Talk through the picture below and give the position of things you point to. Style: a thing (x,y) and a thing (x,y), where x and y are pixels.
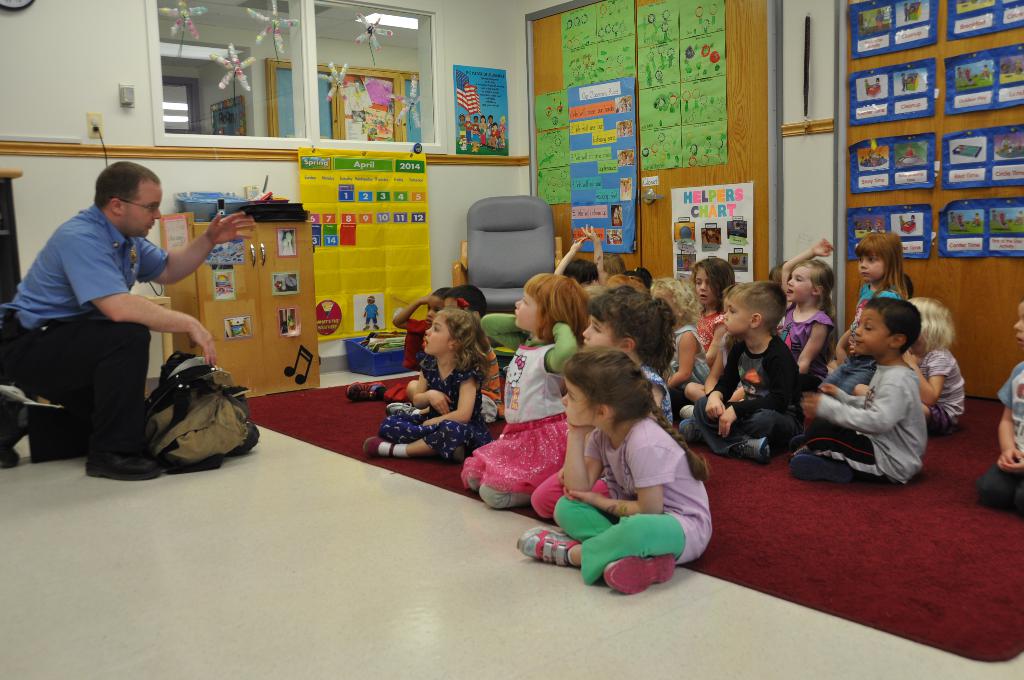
In this picture there are group of people (419,370) sitting and there is a man (39,308) talking. At the back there are objects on the table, there is a chair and there are objects (376,337) in the basket (383,356). There are paper charts (594,178) on the wall (52,225) and there is text (1014,172) on the charts (363,250). There are handicrafts (225,58) behind the windows (285,142) and there are frames (286,123) on the wall (494,31). At the top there are lights (399,21). At the bottom (829,512) there is a mat (813,533) on the floor (470,578). There is a clock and switch board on the wall (189,179).
